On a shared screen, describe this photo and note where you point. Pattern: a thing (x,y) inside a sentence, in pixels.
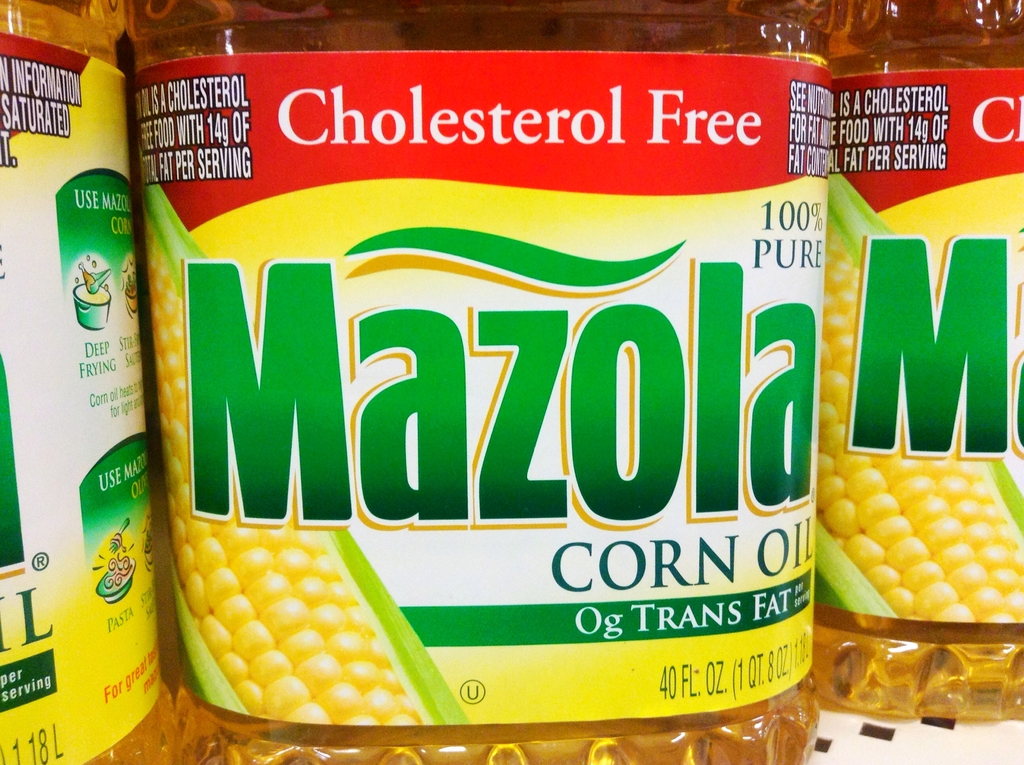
In this image we can see few oil bottles (532,260). We can see labels (507,306) on the oil containers (565,310). There is some text (594,433) and the corn photo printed on the labels (579,414).
